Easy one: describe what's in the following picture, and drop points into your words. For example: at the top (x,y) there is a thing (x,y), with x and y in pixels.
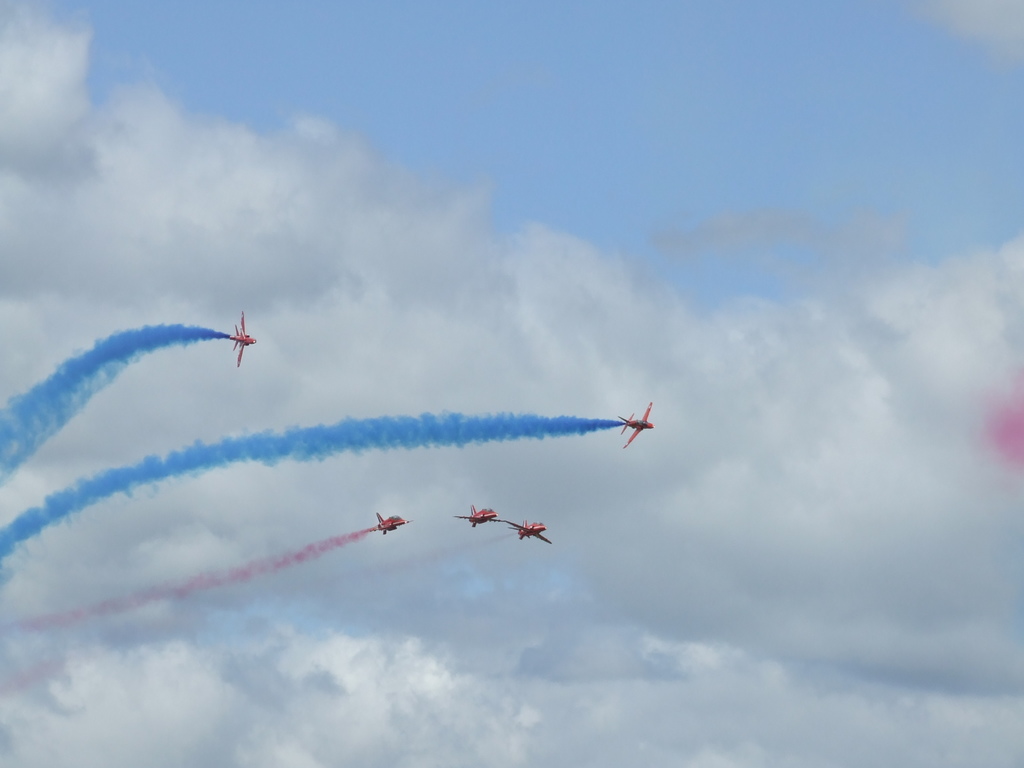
Aeroplanes (634,436) are flying in the sky (391,487) releasing blue and pink smoke (194,454). There are clouds (663,426).
